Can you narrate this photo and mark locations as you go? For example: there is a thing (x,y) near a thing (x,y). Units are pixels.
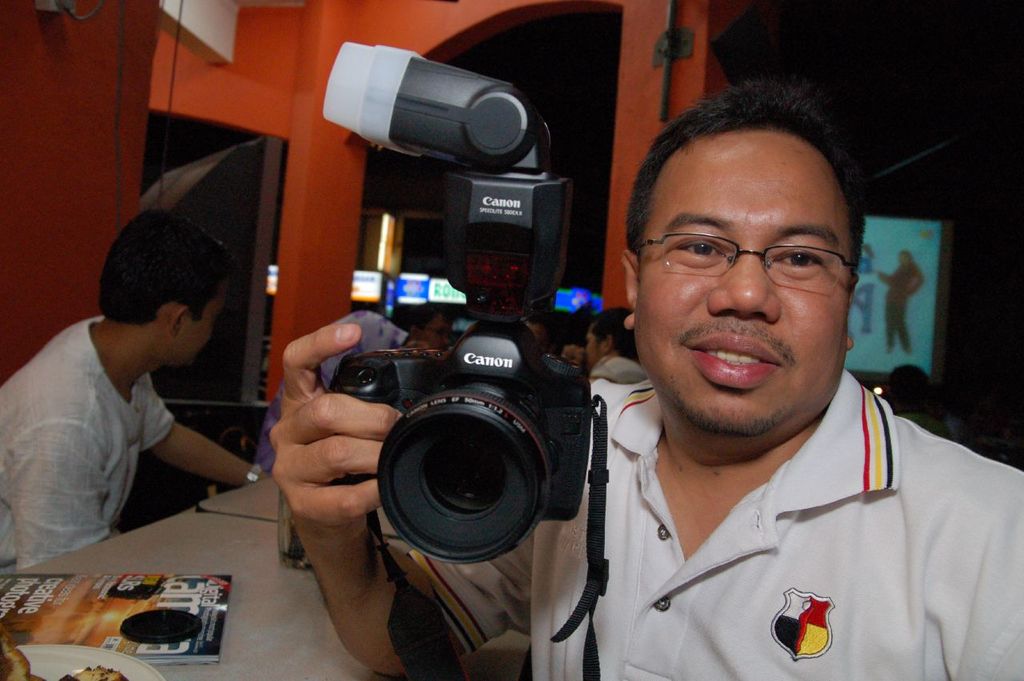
In this image there are group of people (434,328), this person (731,409) in the front (727,458) is holding a camera (466,417) with a name canon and is leaning on a table (281,640), magazine (137,606) is kept on the table (279,623). At the left side (73,492) person (84,436) wearing a white shirt (86,433) is seeing in front. In the background (902,302) there is a frame (925,293) with a woman photo (900,311) standing and some sign boards (426,294) and a wall (315,238).
